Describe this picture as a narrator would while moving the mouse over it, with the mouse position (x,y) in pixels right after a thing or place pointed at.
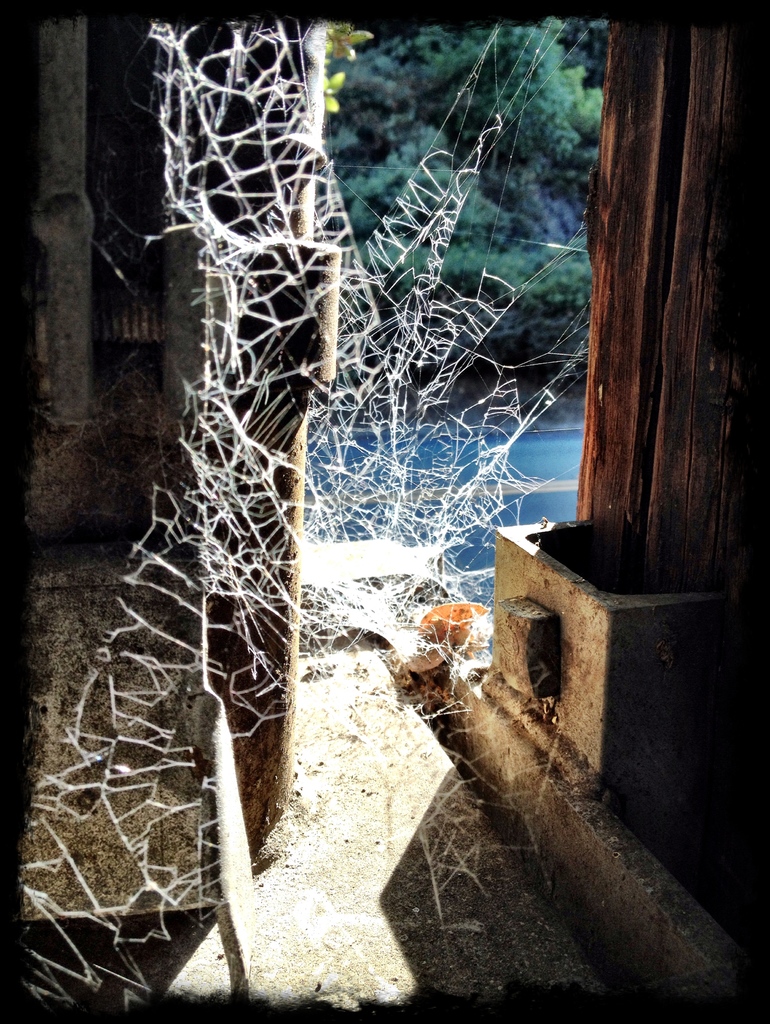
In this image, we can see a web (398,471). In the background (546,379), we can see the wooden objects (651,402), road (506,492), trees (349,208), walkway (393,975) and some objects (527,760).
